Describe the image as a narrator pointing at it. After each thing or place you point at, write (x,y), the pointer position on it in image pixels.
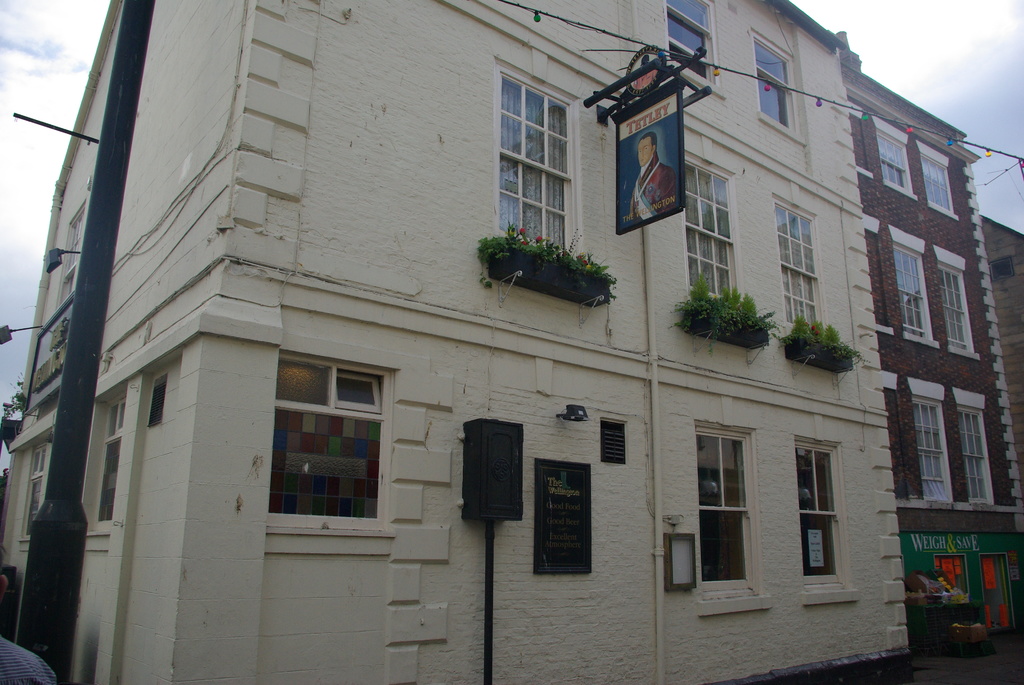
In this image there is a building (410,402) in the middle (451,347) to which there are glass windows (539,226). On the left side (107,254) there is a pole (86,353). There is a board (637,150) to the wall (583,128). At the top (954,70) there is sky (1004,75). At the bottom (972,560) there is a store (967,616) under the building (975,525).
